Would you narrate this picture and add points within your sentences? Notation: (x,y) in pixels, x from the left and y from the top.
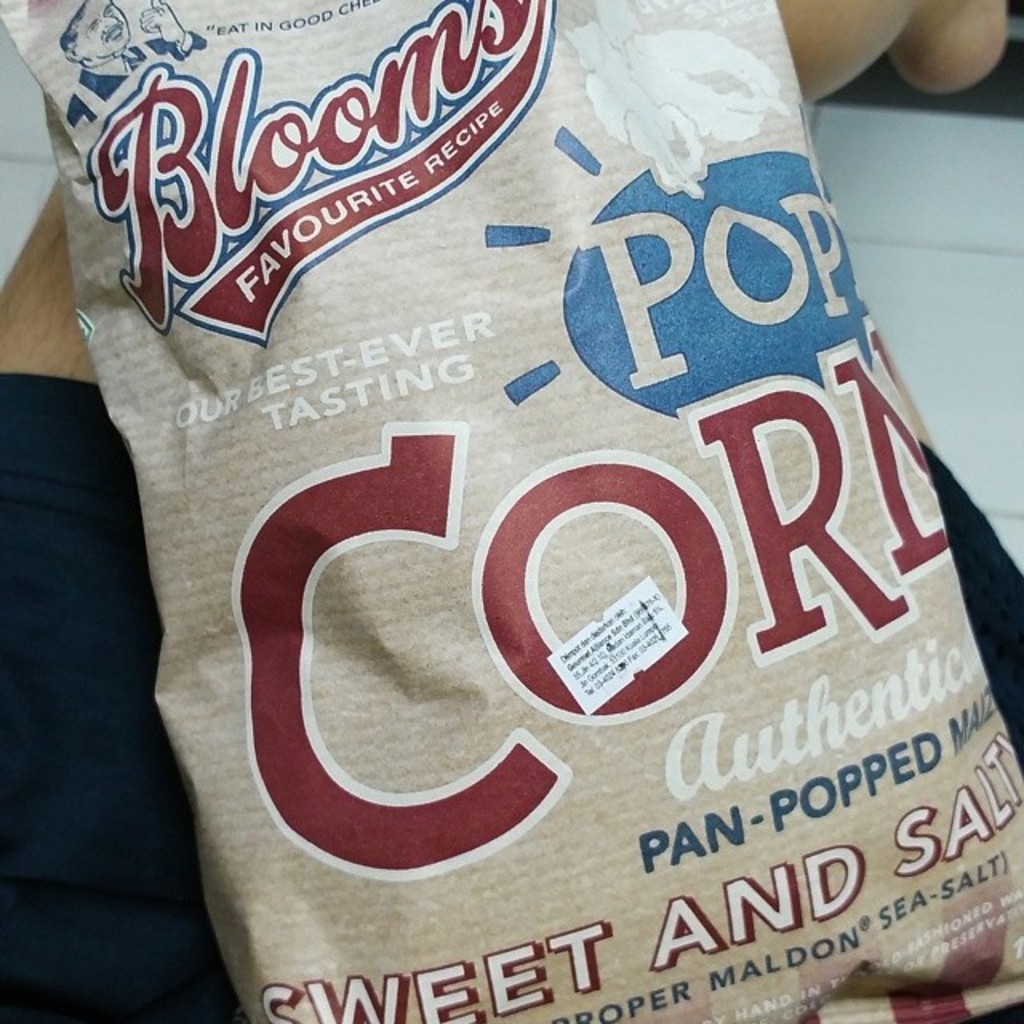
In this image I can see a cream colour packet (275,281) and on it I can see something is written at few places.
